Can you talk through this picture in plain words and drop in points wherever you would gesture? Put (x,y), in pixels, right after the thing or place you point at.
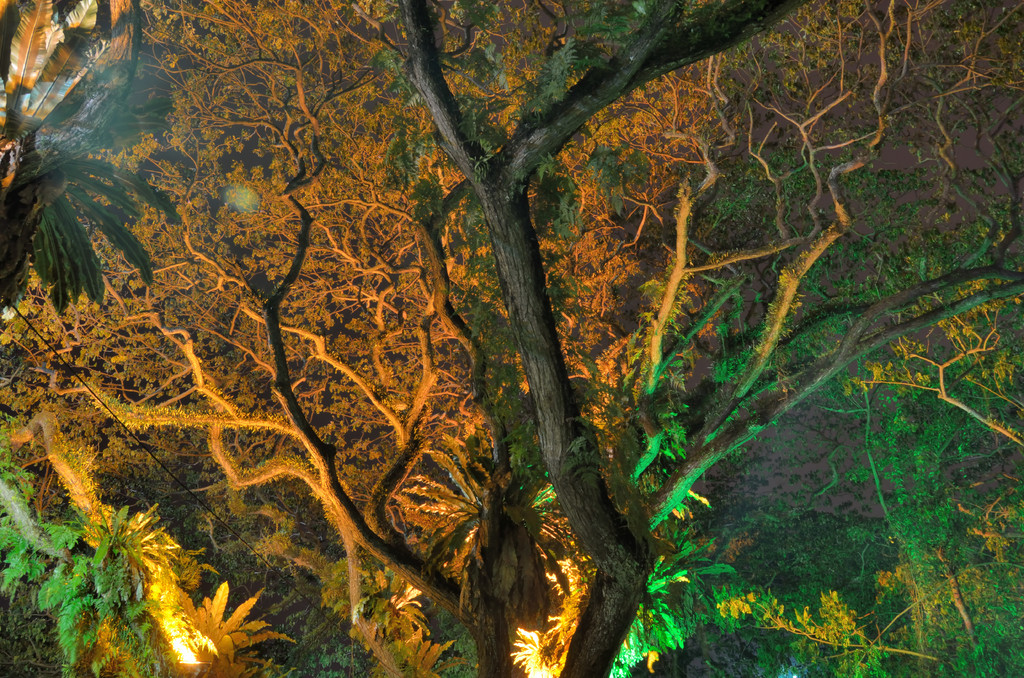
There are many trees (428,362). On that there are lights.
